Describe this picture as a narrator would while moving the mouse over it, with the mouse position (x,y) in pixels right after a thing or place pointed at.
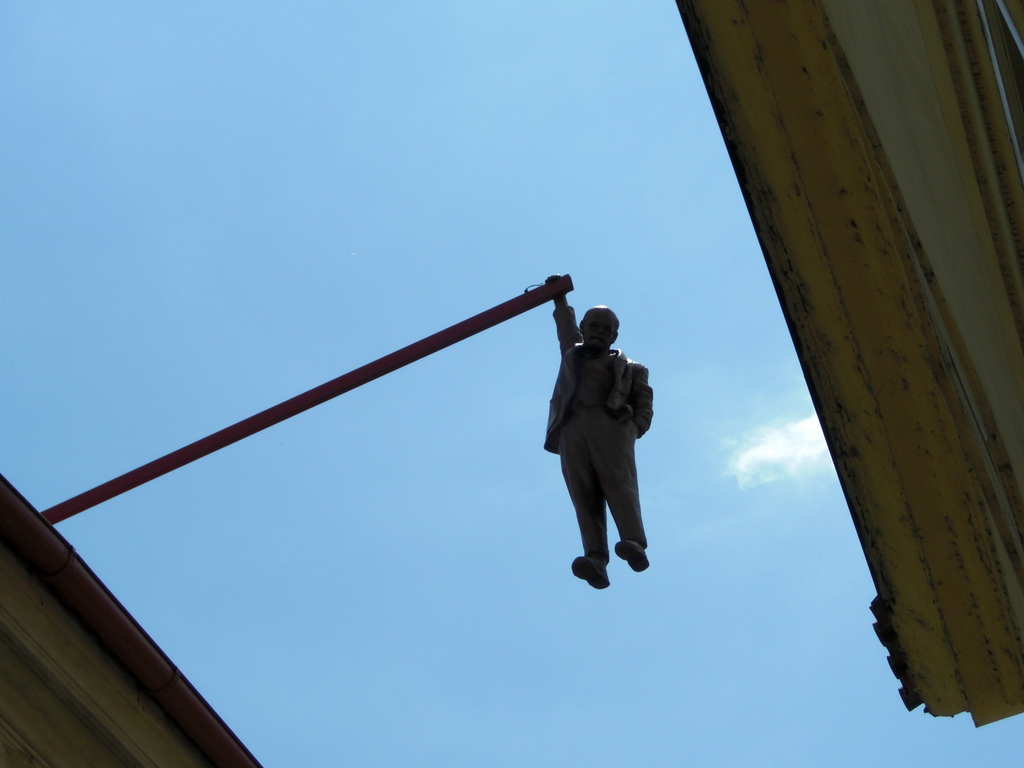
In the center of the image (614,450) there is a statue (599,450). On the right (874,401) there is a building (938,387). In the background (366,205) there is sky (342,204).
